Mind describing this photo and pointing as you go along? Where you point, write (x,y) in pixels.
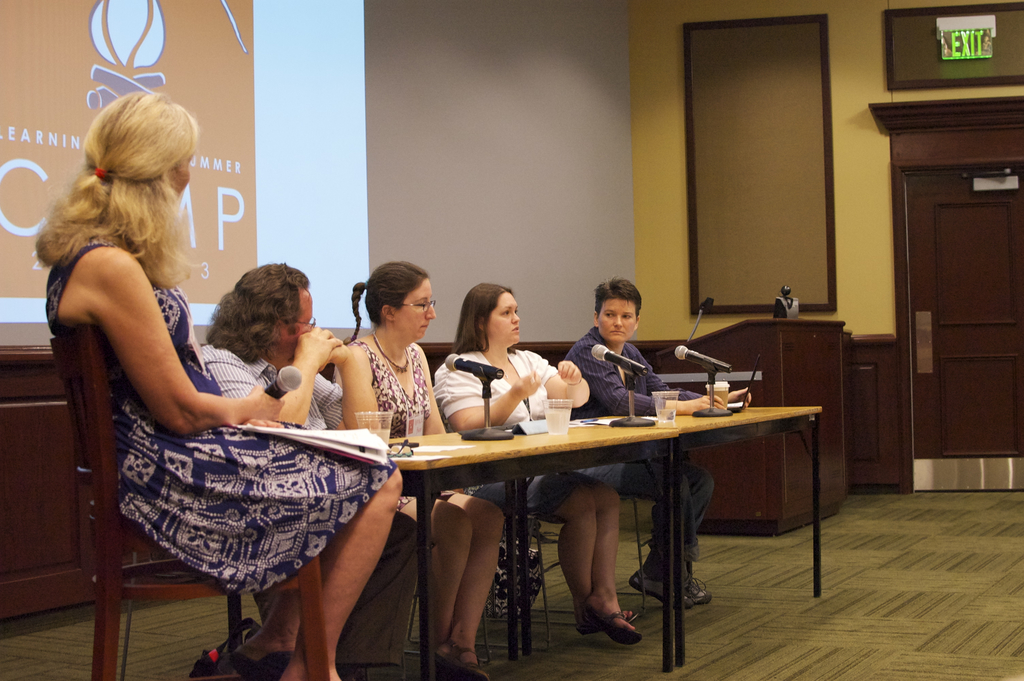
In the image there are five people (540,365) two men (599,379) and three women (228,441). The white color shirt woman (507,368) is talking and remaining people (353,379) are listening to her. In background (310,223) there is a screen (294,220) in which it is written something. On right side (686,116) there is a wall (663,124), podium (808,399), frame (732,107), door (949,256).
